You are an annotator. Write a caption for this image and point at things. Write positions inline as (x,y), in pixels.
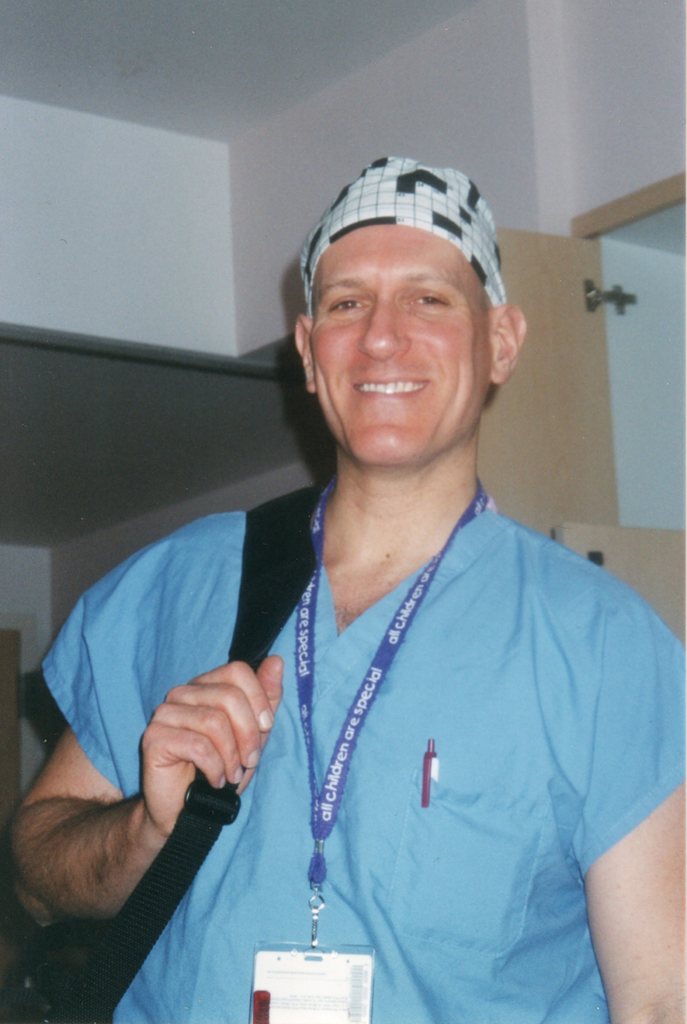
In the picture I can see a person (526,840) is holding a bag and smiling. In the background of the image (575,253) there are walls (500,123) and door (538,271).
